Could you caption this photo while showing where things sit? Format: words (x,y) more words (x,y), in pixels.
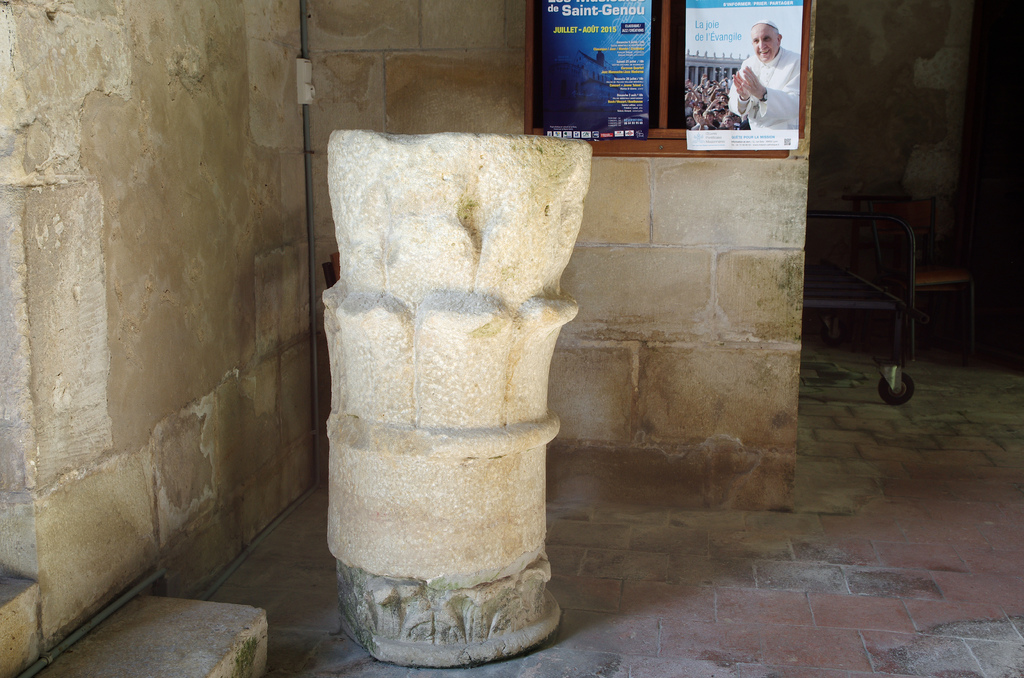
In this picture we can see a stone (532,570). There are a few stairs (262,651) on the left side (216,666). We can see a board (584,15) on the stone wall (709,397). There are a few people (770,71) on this board (666,51). There is a chair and an object (895,317) in the background (858,230).
